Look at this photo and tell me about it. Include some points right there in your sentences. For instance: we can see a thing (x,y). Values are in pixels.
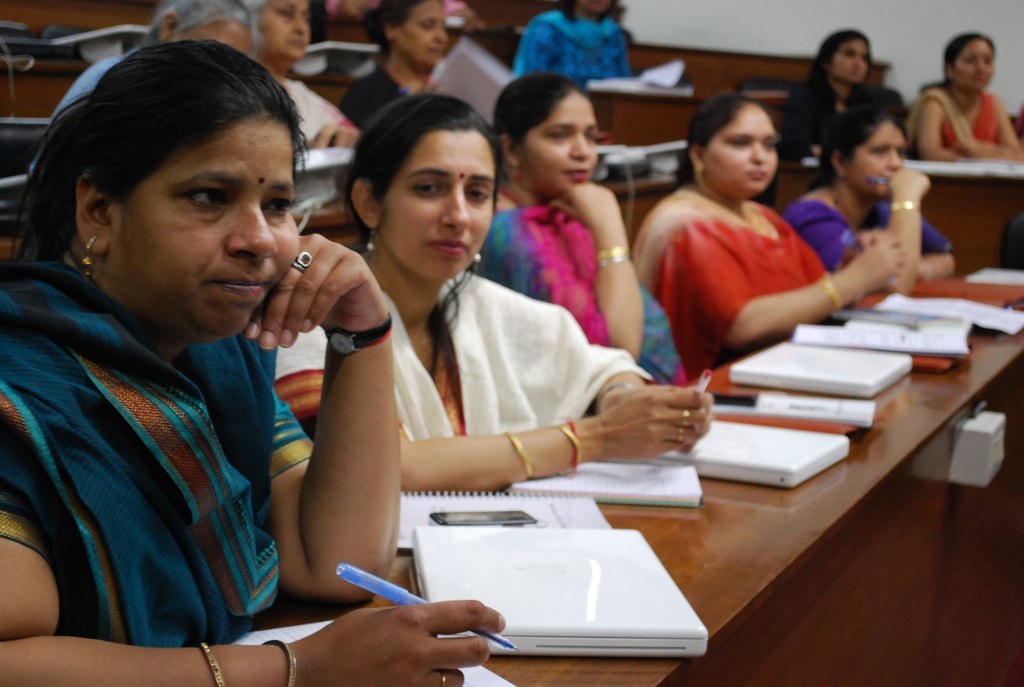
In this picture we can see a group of people (415,188) sitting. In front of the people (406,196), there are wooden tables (715,539) and on the tables (719,522) there are books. There are three women (151,450) holding the pens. At the top right corner of the image (694,17), there is a wall (723,13). On the right side of the image (981,459), it looks like a switchboard (970,436) which is attached to a wooden table (910,501).
